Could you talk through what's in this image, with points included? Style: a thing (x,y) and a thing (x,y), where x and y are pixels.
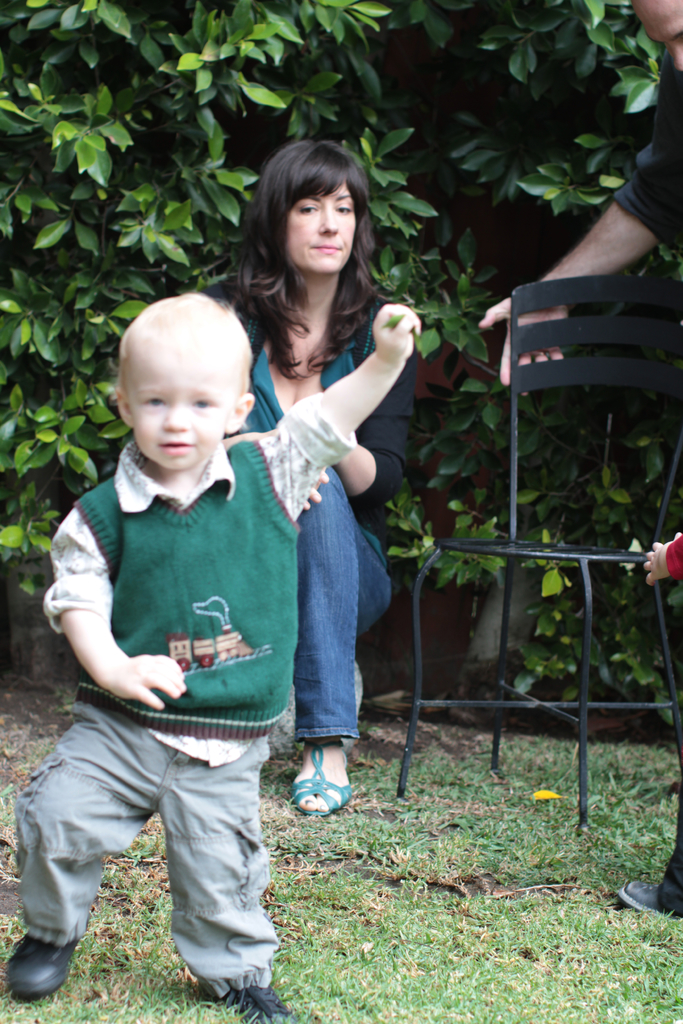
In this picture, we can see a few people (366,586), chair (675,372), ground (500,921) with grass (516,903), and in the background (568,604) we can see plants (377,237).
